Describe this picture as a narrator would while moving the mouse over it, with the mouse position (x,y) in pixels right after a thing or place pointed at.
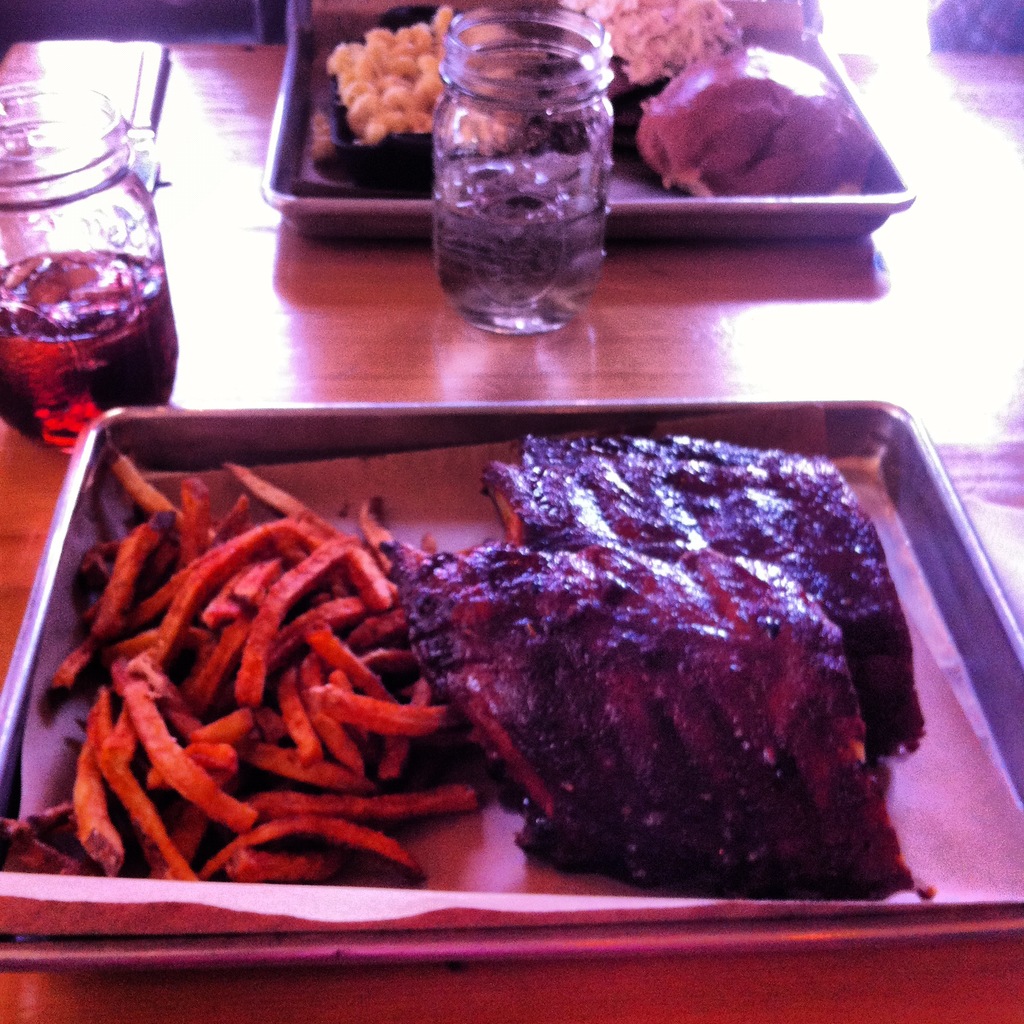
In the foreground of this picture (982,83) we can see a table (315,326) on the top of which glass jars (502,154) containing liquids (532,252) and the platters (830,211) containing food items (612,634) are placed. In the background (192,9) we can see some objects (965,27).
